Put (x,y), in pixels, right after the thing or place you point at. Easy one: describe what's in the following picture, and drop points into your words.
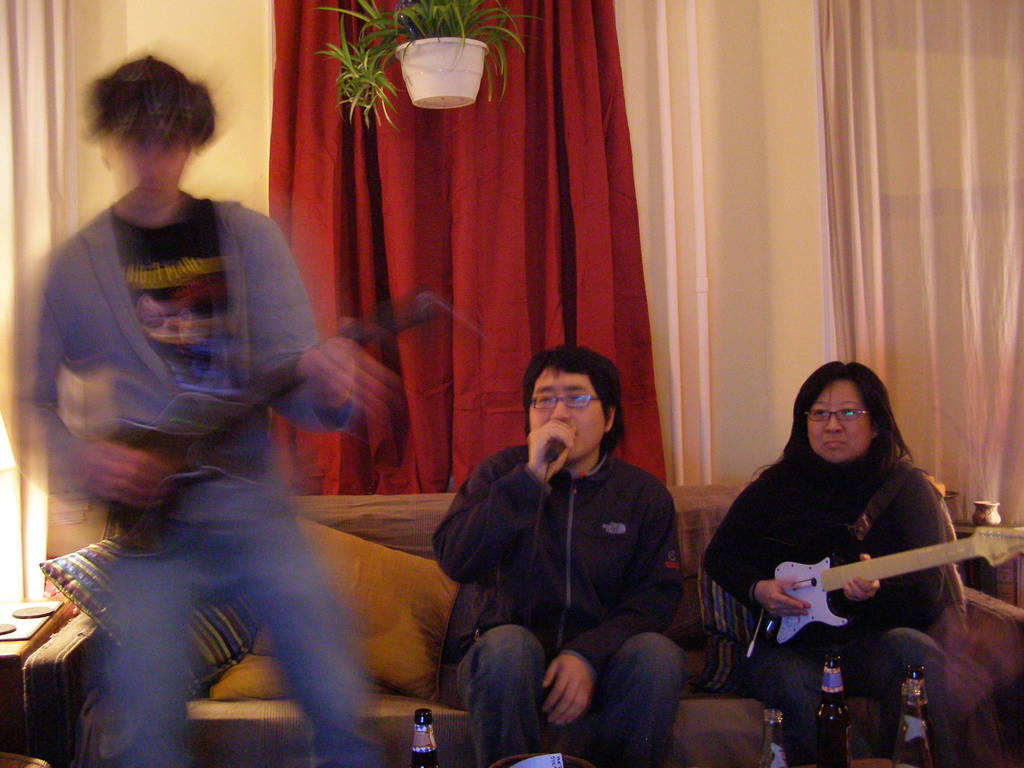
In this image there are three persons (474,525) two are sitting on the couch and one is standing and at the middle of the image (586,467) there is a person (571,514) who is singing and the other persons (133,162) playing guitar (789,576) at the top of the image (390,86) there is a plant (361,72).
